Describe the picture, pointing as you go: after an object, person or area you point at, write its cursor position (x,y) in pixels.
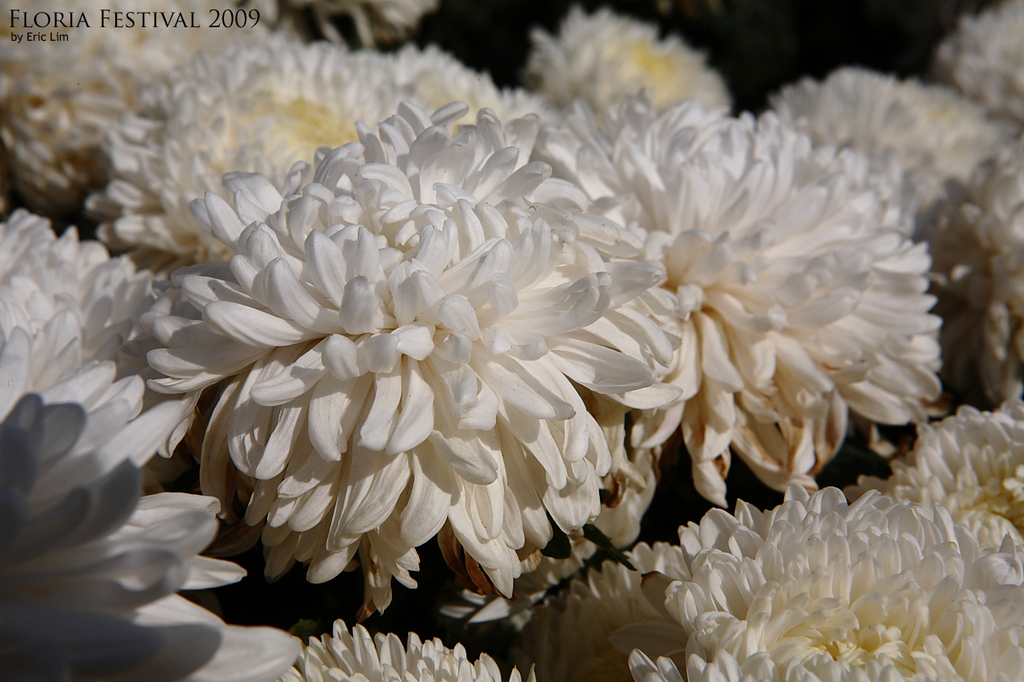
In this image we can see some flowers (654,375) which are in white color and we can see some text (62,15) on the image.
